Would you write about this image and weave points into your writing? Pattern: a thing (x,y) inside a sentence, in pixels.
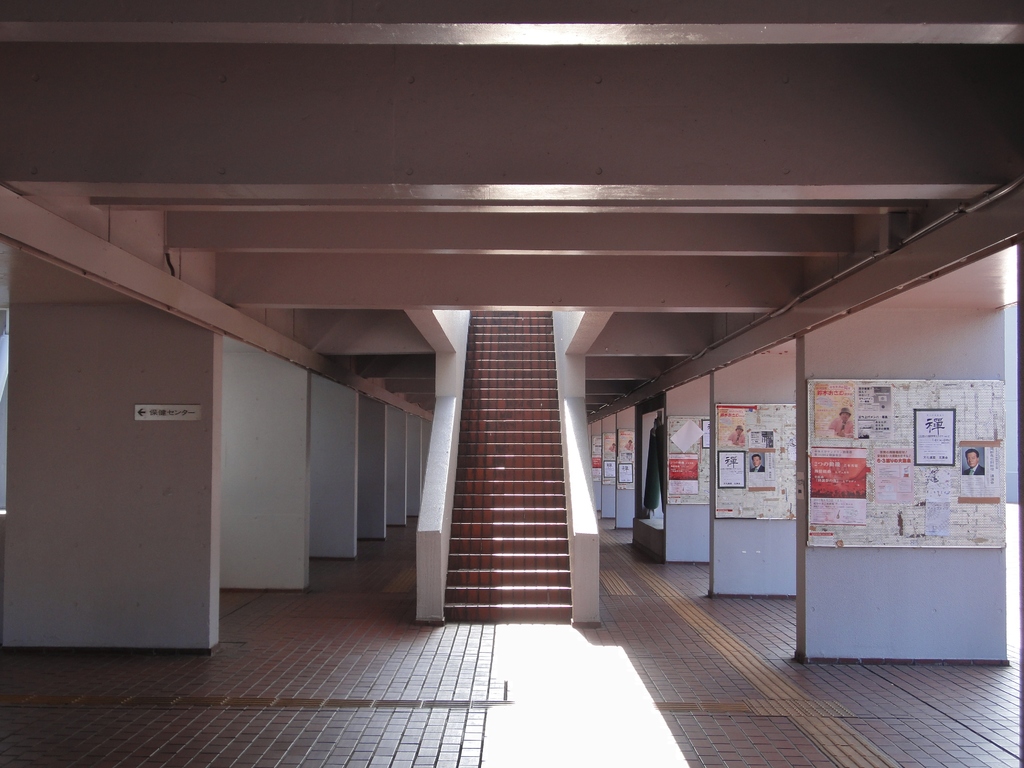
This picture looks like an inner view of a building (520,326). In this image we can see some pillars (75,557), one staircase (509,357) in the middle of the image (494,506), one object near the wall (181,272) on the left side of the image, one board (196,417) with text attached to the pillar (85,420) on the left side of the image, one object (660,424) in the middle of the pillar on the right side of the image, some posters (834,457) with text (831,482) and images (630,453) attached to the boards (879,517) on the pillars (676,510) on the right side of the image (824,498).
